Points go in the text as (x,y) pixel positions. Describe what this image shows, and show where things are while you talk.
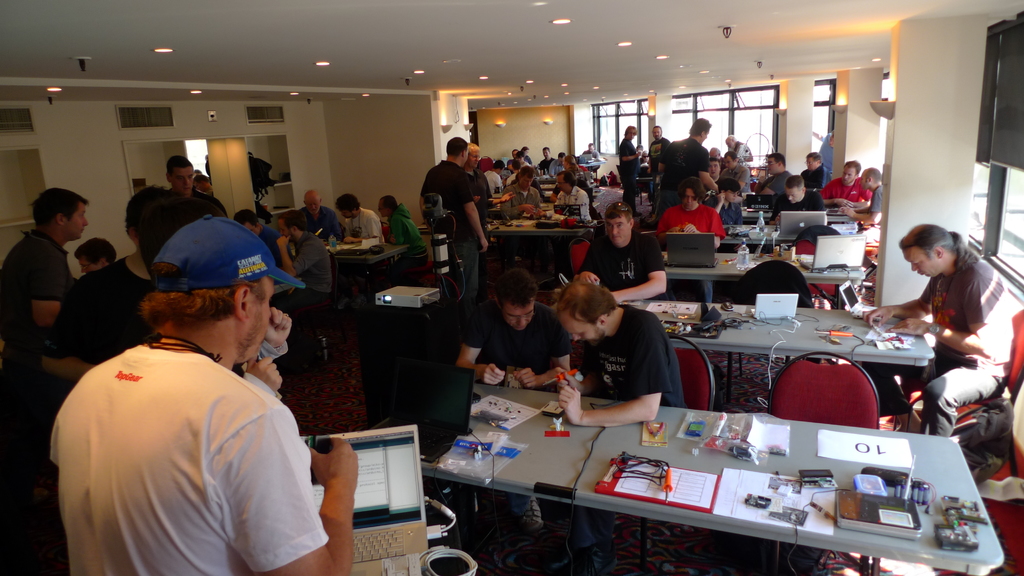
At the top (428,38) we can see ceiling (499,57) and lights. These are windows (712,121). This is a wall (373,147) and doors (219,153). These are AC ducts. We can see persons (967,337) sitting on chairs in front of a table (524,223) and on the table (800,465) we can see screw driver (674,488), papers (871,459), cutting pliers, laptops (769,306), wires (785,320). This is a projector (420,300). We can see few persons (421,191) standing on the floor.
